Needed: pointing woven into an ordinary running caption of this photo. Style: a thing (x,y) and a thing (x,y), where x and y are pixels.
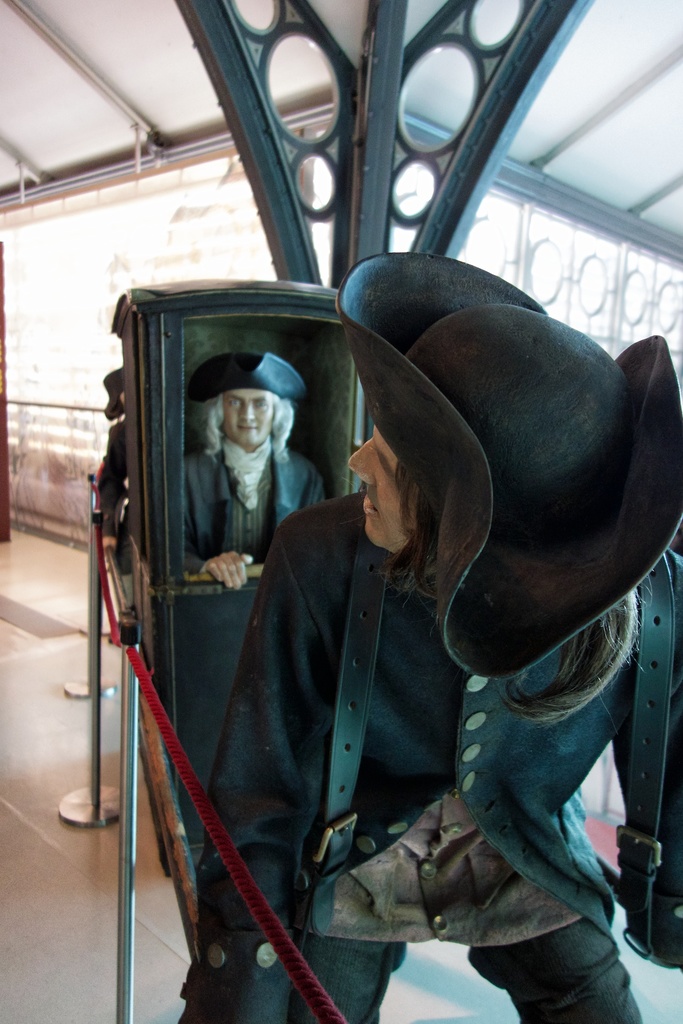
In this picture there is a man (554,448) who is wearing black cap (464,429), shirt (498,712) and trouser (530,952). He is standing near to the box (216,585). In the box (167,400) we can see a man (256,447). On the top (330,168) we can see a shed (477,90). In the background (127,215) we can see a white color wall (226,261). On the left (126,911) we can see steel pipes (127,673) with red color cloth (132,650) is attached to it.
